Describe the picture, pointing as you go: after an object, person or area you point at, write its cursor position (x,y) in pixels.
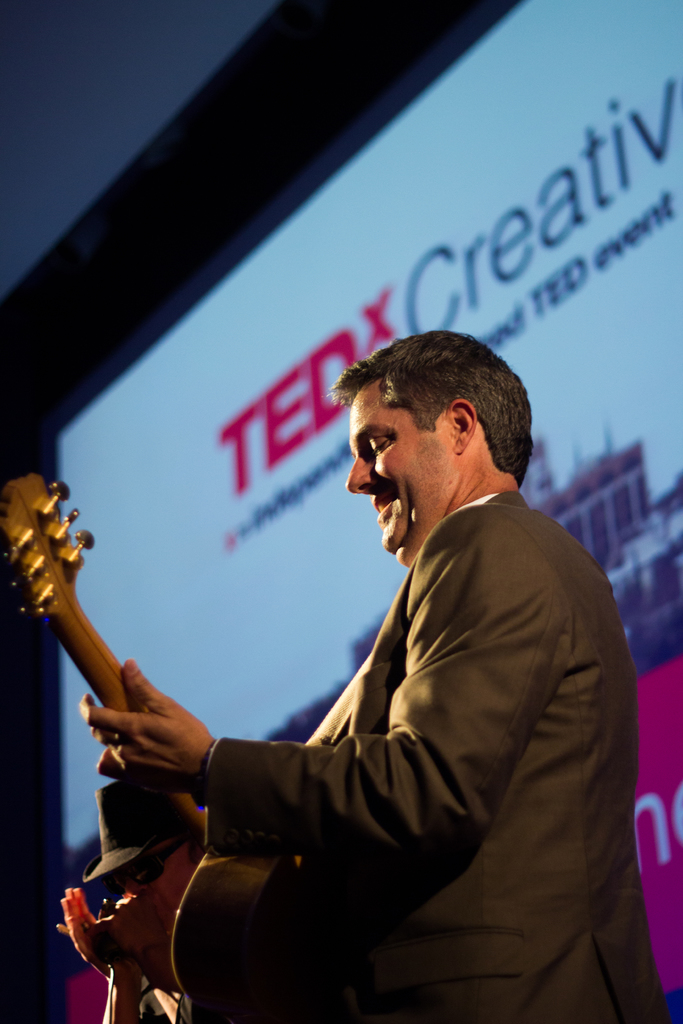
There is a man (416,661) holding a guitar (42,481).
